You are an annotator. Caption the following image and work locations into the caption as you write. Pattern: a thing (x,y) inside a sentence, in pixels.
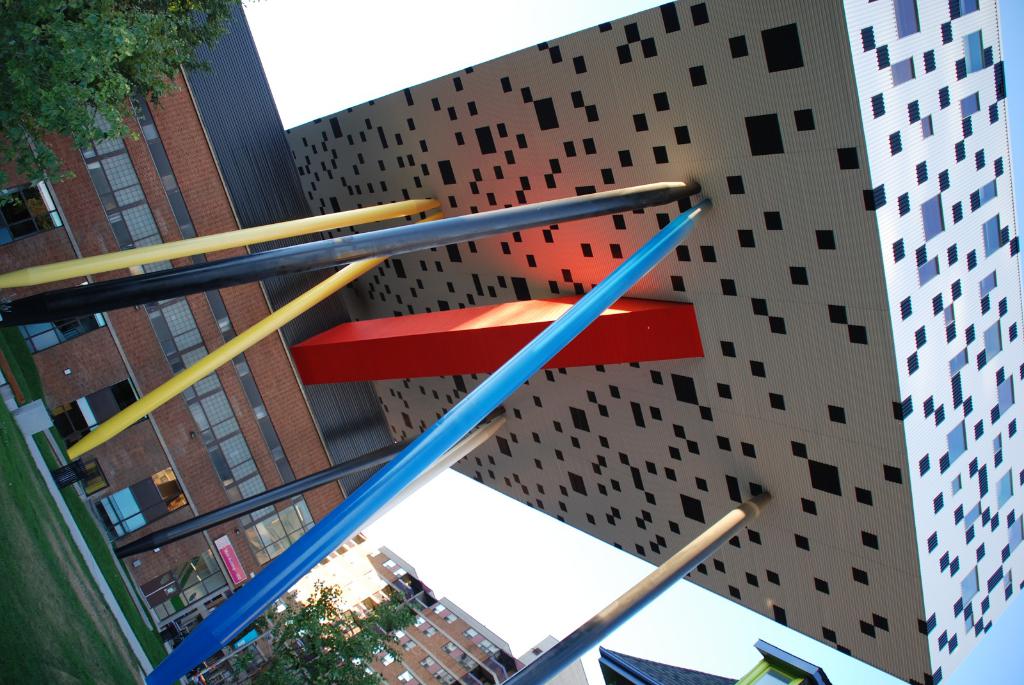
In the foreground of this picture (344,397), there is a building (330,233), pillars (669,245) and the slab (785,278). On the left top corner (64,69), there is a tree (41,76). On the bottom left corner (24,646), there is a grass (26,635). In the background (359,653), there are trees (382,651), buildings (442,635) and the sky (443,555).
